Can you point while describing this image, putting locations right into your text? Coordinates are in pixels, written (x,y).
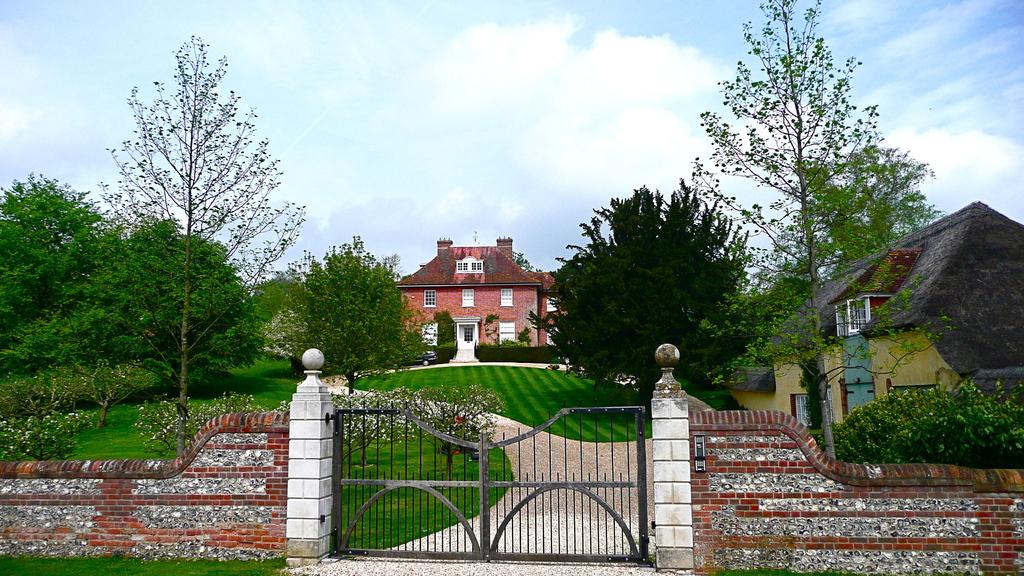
In this image there is a gate (442,485) attached to the wall (946,491). There are plants (370,421) and trees (0,275) on the grassland (547,395). Background (954,382) there are buildings (961,368). Top of the image (473,145) there is sky (566,103) with some clouds (587,86).
